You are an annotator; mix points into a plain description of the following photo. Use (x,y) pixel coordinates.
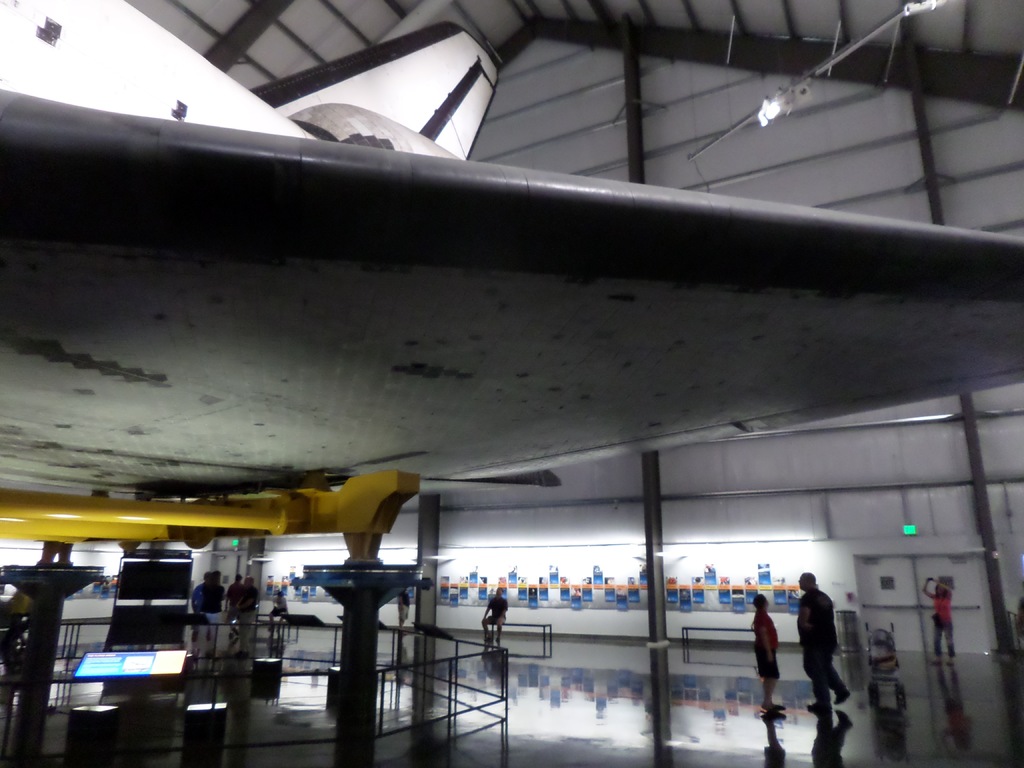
In the center of the image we can see a person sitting on a bench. We can also see a group of people (769,644) standing on the floor (711,657). We can also see some pillars (648,474), poles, a display screen (154,556), benches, metal rods (297,661), lights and a roof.
